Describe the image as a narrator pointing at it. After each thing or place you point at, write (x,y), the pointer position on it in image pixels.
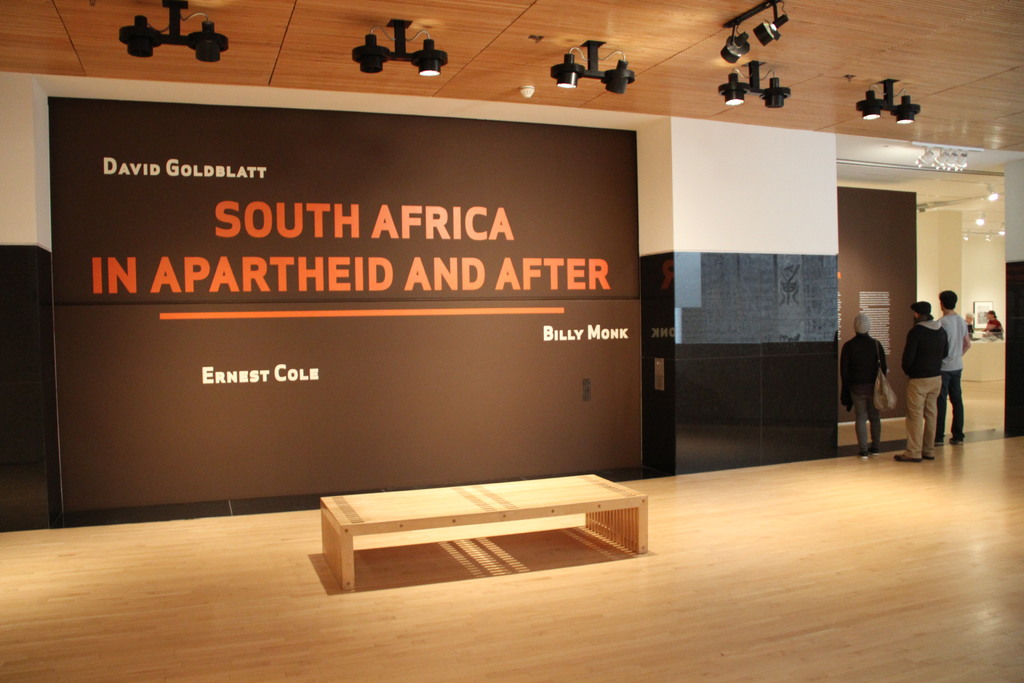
It is a closed room (603,556) where the picture is taken and at the right corner (856,365) there are three people (940,373) standing and in front of them there is a big room (1001,274) and again there are two people (999,322) standing and at the left corner of the picture (76,314) there is big wall (176,466) with some text (189,282) written on it and in front of the poster (475,455) there is a wooden bench (447,493) on the floor (968,601) and there are lights (175,34) attached to the roof (648,111).
